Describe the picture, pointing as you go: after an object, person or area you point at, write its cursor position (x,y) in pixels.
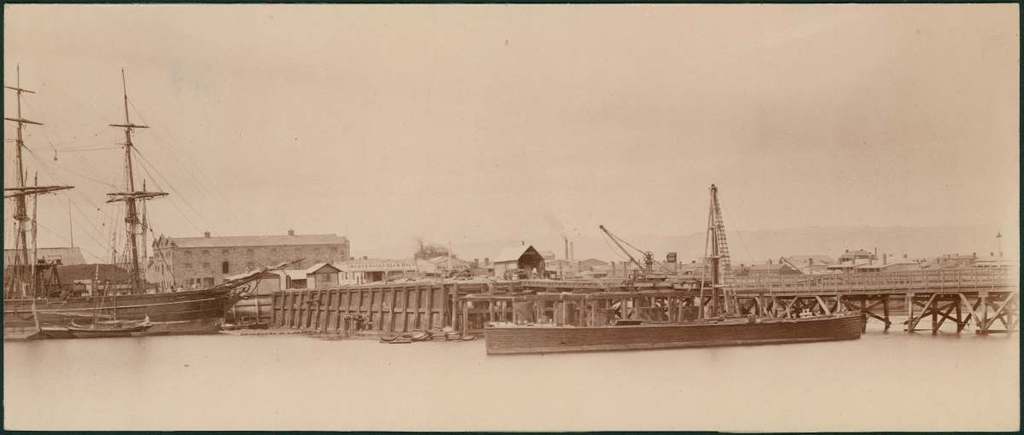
As we can see in the image there is water (411,386), boats (496,329), buildings (172,279), ship masts (140,125) and sky (740,82).
